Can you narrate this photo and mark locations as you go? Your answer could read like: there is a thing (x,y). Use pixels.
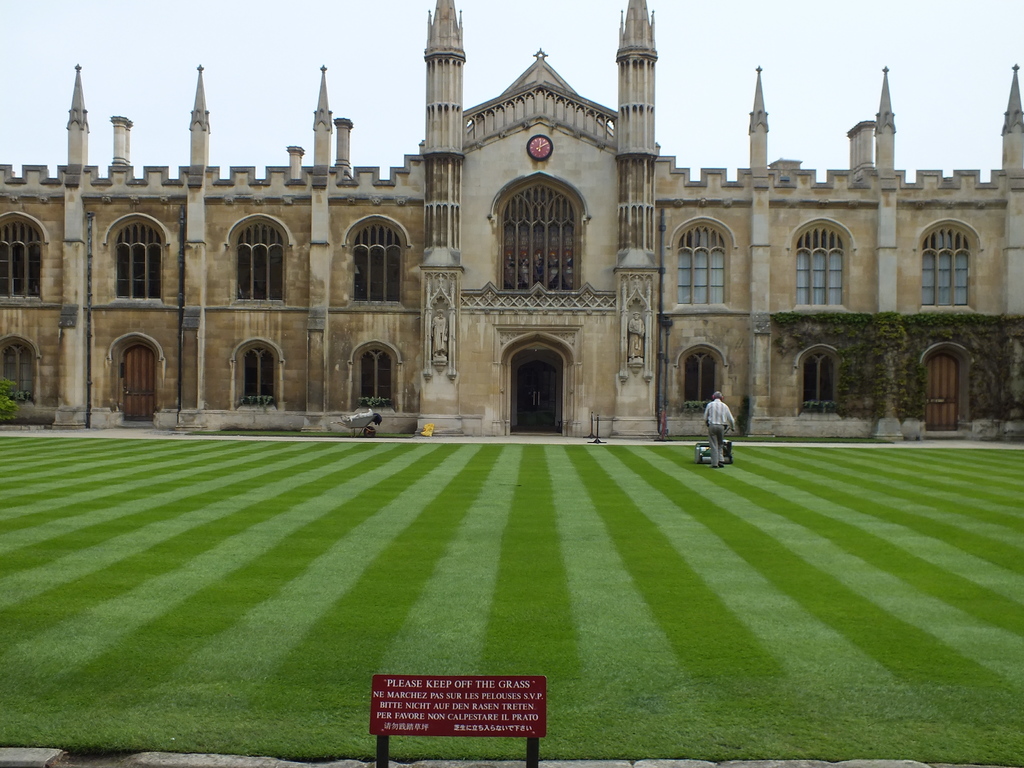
In this image there is a big building (697,410) in front of that there is a person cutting the grass (588,473) with machine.
